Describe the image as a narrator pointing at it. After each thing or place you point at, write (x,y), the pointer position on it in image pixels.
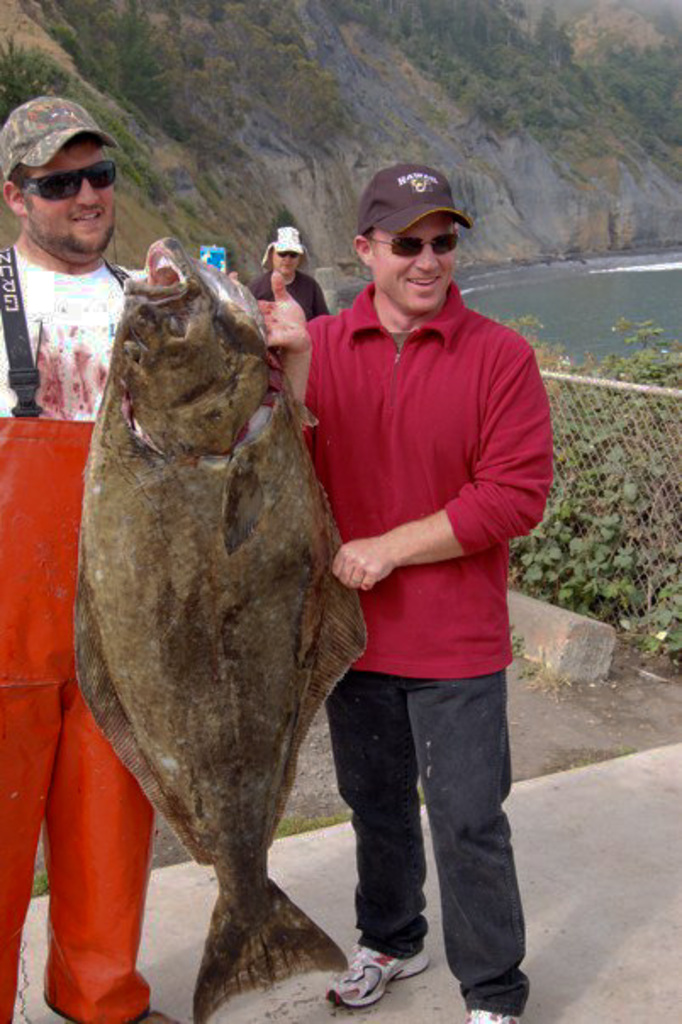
In the image we can see two people (51,326) standing, wearing clothes (460,726), shoes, caps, goggles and they are smiling, they are holding fish (130,506). Here we can see the fence (597,503), plants (621,584), water (629,298) and the hill (414,93). Behind them there is a person (307,291) wearing clothes (299,275) and cap (276,239).
